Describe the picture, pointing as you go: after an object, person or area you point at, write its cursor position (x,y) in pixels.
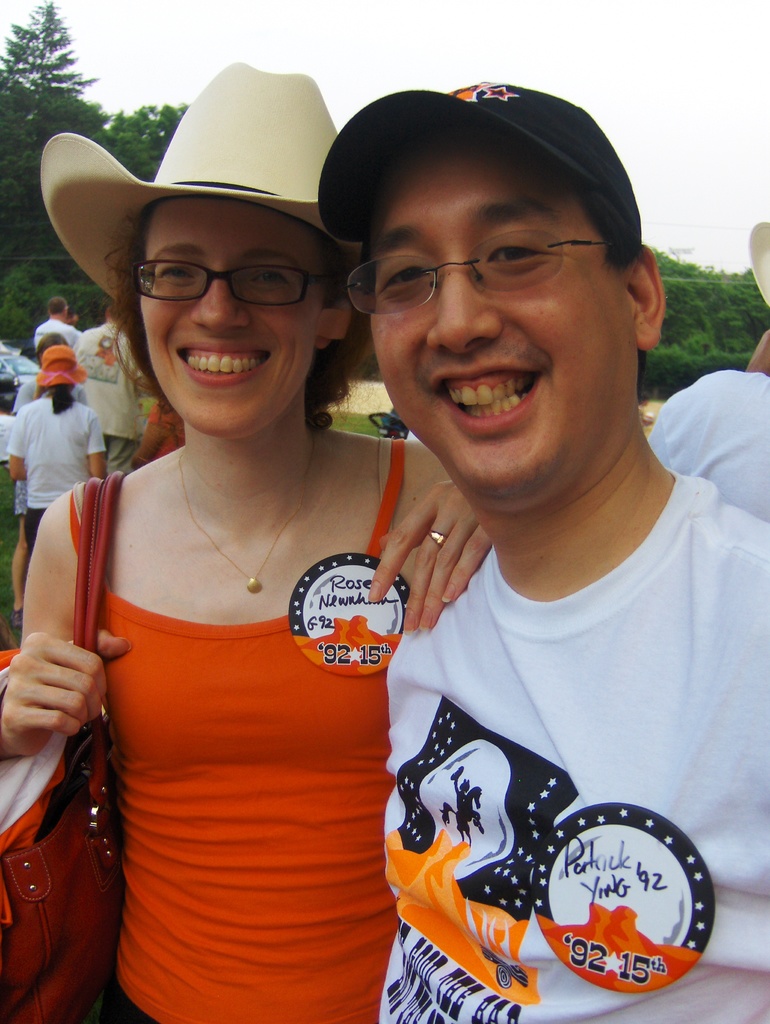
In this picture I can see few people (544,348) are standing and few of them are wearing caps (360,173) on their heads (209,235) and couple of them are wearing spectacles (432,270) and I can see trees (765,326) and I can see a woman (55,660) is wearing handbags (83,768) and a cloudy sky (445,74).
